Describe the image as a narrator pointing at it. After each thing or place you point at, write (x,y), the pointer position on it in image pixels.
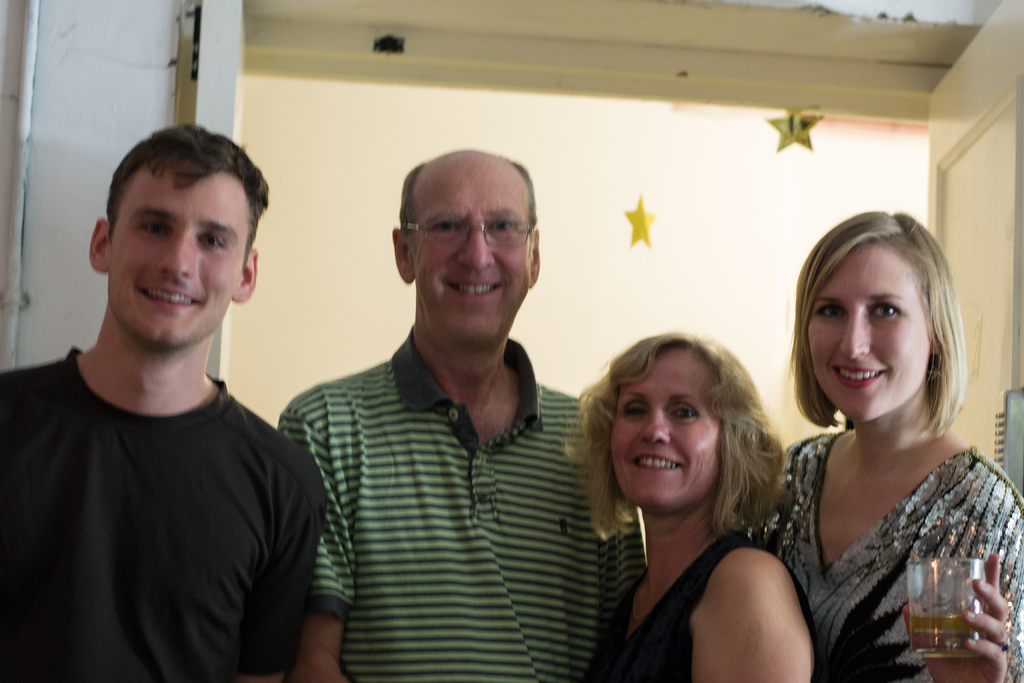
In this image I can see few people (638,379) standing and smiling. They are wearing different color dress (944,470) and one person (953,534) is holding glass (968,570). Back I can see a door (983,152) and two yellow color stars (780,127).
